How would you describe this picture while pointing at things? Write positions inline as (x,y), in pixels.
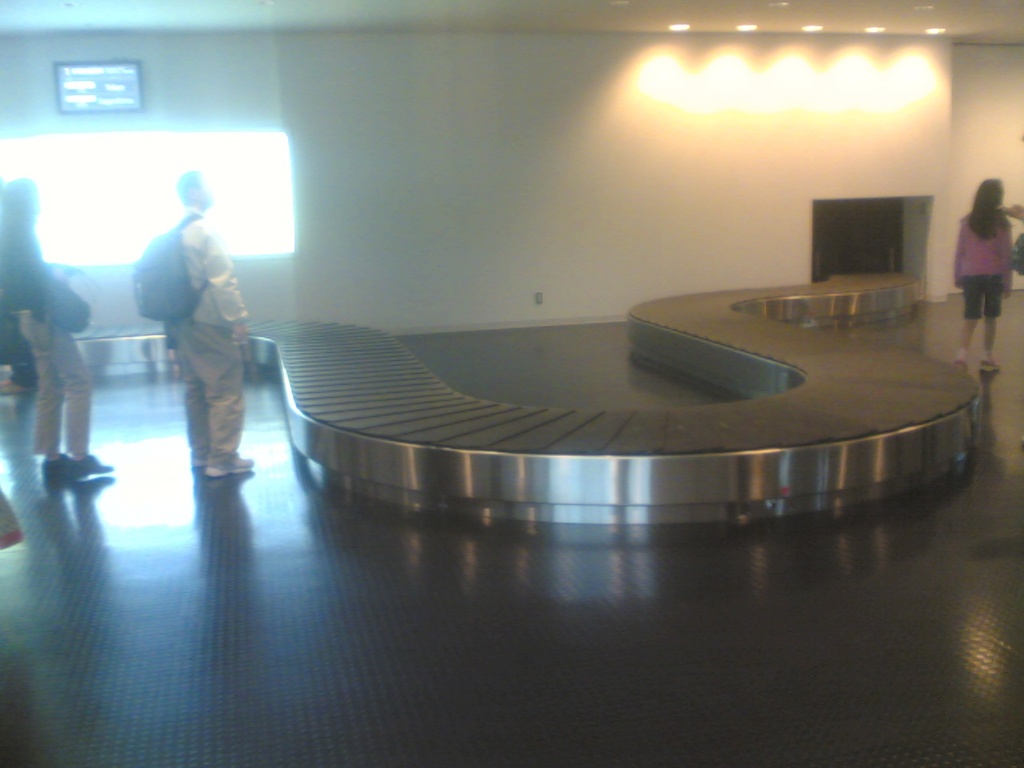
This picture is taken inside the room (774,575). In this image, on the right side (1005,264), we can see a woman (966,363) standing on the floor (1010,376). On the right side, we can see hand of a person (1021,220). On the right side (1023,239), we can see a bag (1021,255). On the left side (160,270), we can see two men (206,314) are standing on the floor (153,401). In the background (125,170), we can see white color, monitor (244,170). In the background (863,236), we can also see a door (847,201) and a light (725,85). In the middle of the image (476,502), we can see a baggage carousel (532,409). At the top (616,30), we can see a roof (814,24) with few lights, at the bottom (455,627), we can see a floor (551,649).
